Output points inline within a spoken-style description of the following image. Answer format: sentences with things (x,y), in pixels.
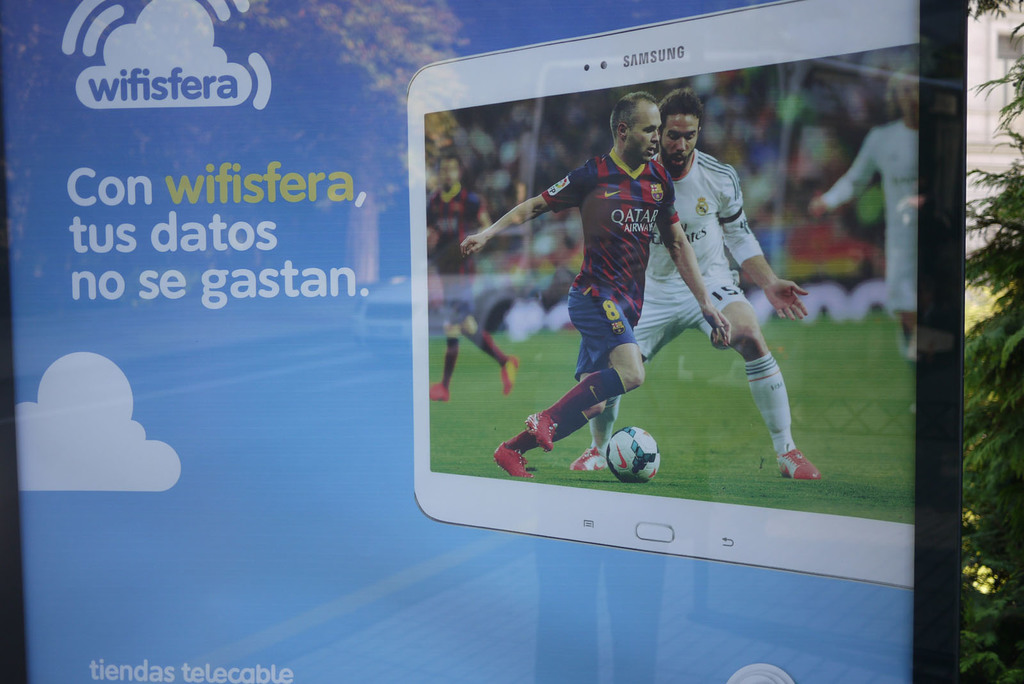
In this image we can see poster (303,400) of a Samsung tablet (437,330) on which football game (650,259) is displayed and the poster (202,280) is of blue color, on right side of the image (1000,440) there are some trees (967,376).
